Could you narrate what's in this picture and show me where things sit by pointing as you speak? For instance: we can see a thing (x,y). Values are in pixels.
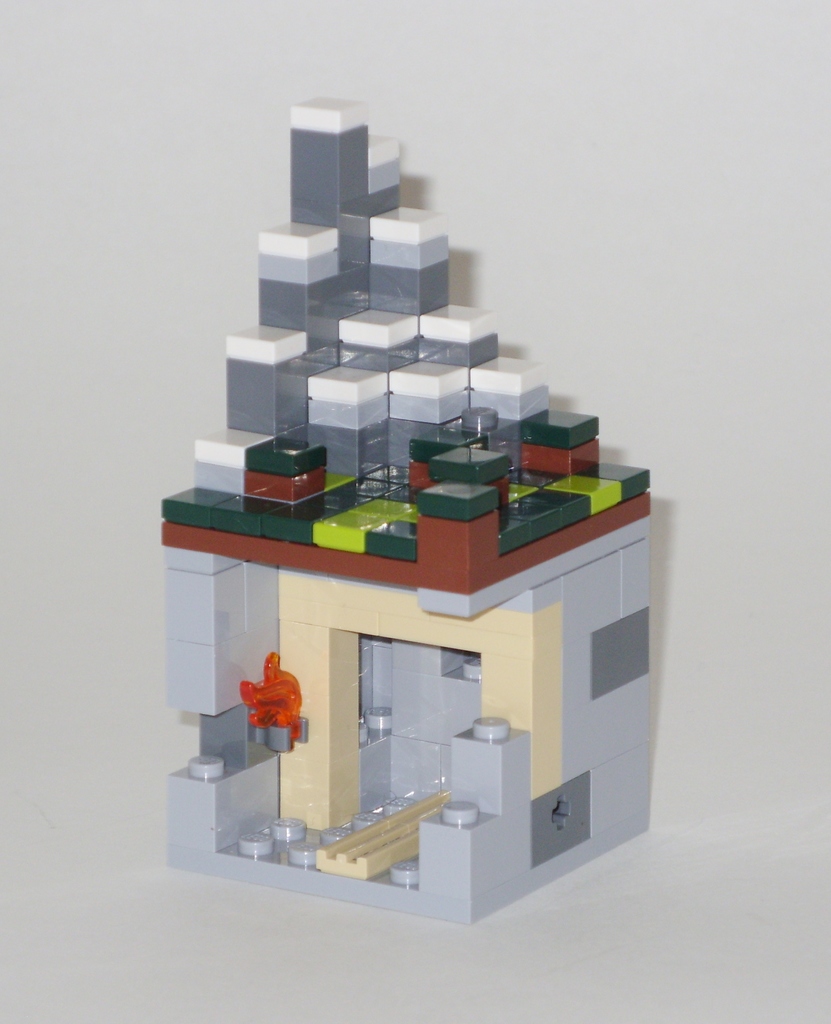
In this image we can see the structure (424,633) of a house (452,746) made with Lego (460,743) which is placed on the surface (533,936).
